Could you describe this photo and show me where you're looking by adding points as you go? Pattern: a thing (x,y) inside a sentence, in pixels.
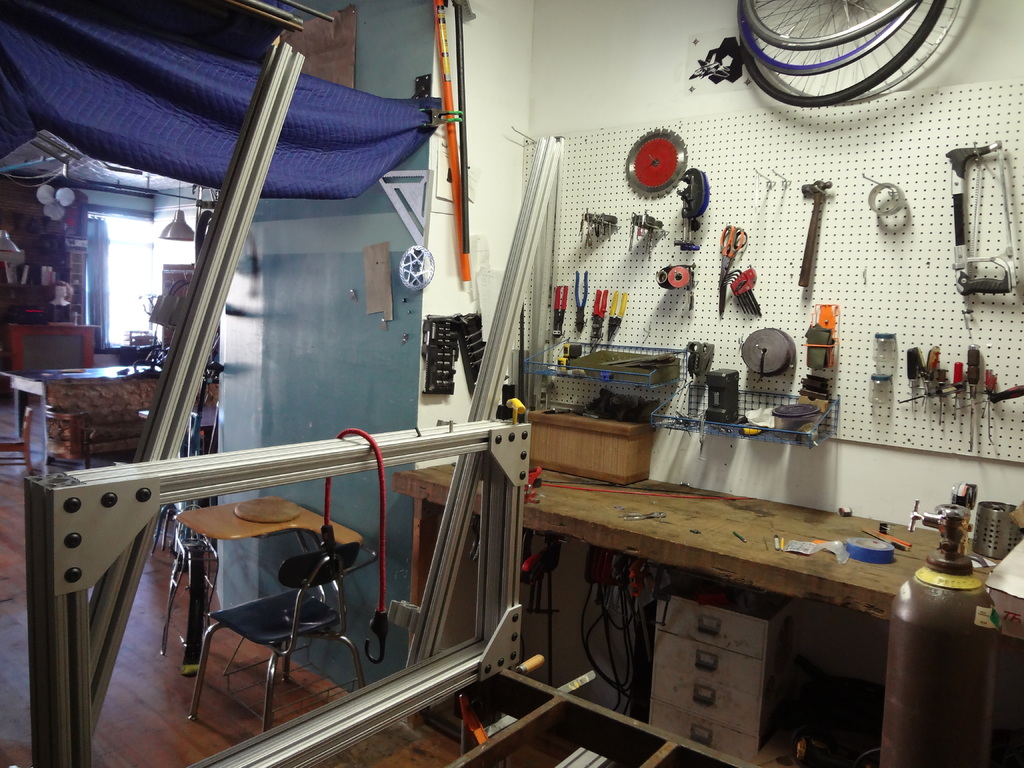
In the picture we can see inside view of the mechanic shop (207,675) with some tools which are placed on the board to the wall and on top of it, we can see some bicycle rims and near to the wall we can see a table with something are placed on it and beside it, we can see a steel frame (200,317) and under the table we can see some drawers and beside it we can see some things (895,752) are placed and to the ceiling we can see a lamp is hanged.
